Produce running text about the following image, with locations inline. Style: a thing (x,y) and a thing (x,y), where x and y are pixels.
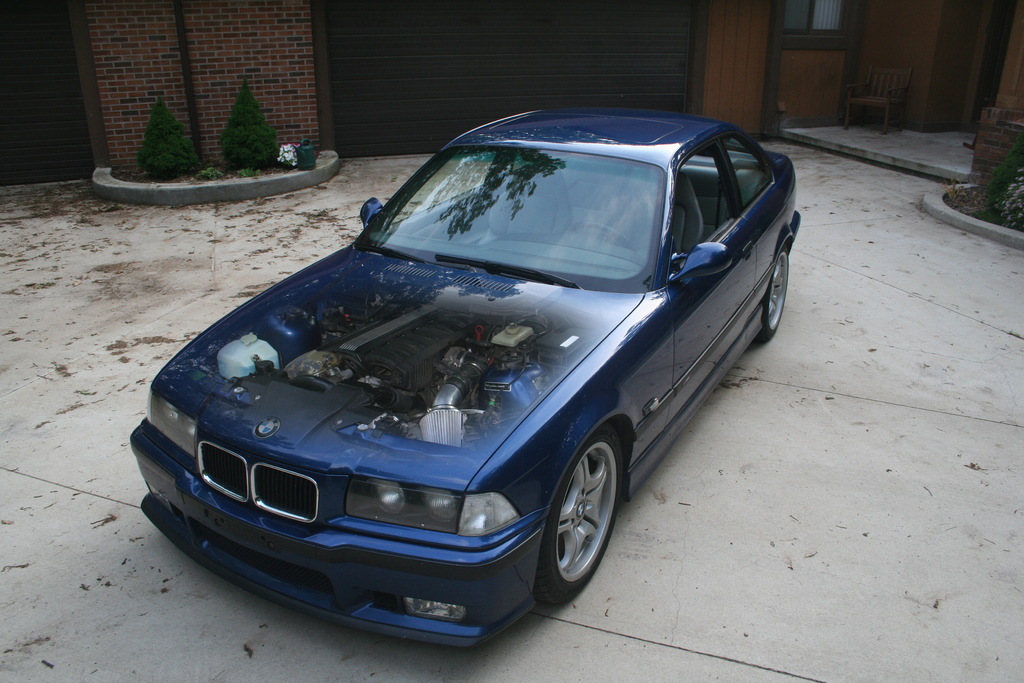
In this picture I can see a vehicle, and in the background (904,36) there is a building (946,87), chair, plants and some other objects (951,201).
